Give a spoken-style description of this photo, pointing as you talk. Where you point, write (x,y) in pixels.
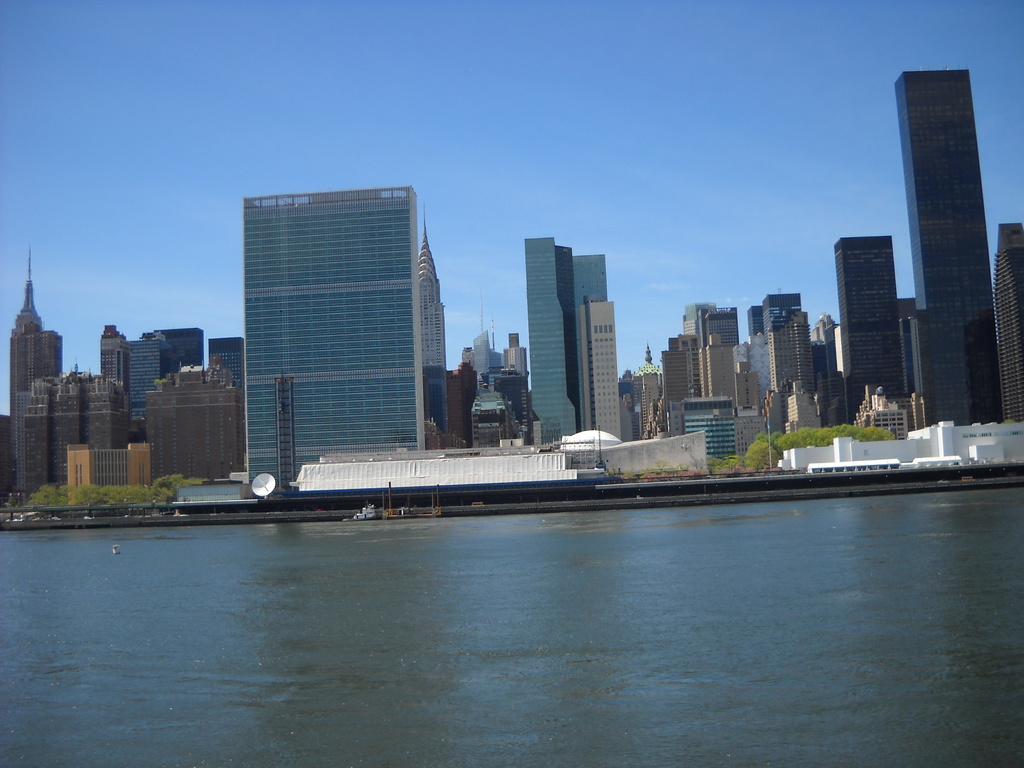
In this image I can see the water (597,719), background (386,273) I can see few buildings (376,288) in white and brown color and I can also see few plants (864,435) in green color and the sky (409,151) is in blue and white color.
